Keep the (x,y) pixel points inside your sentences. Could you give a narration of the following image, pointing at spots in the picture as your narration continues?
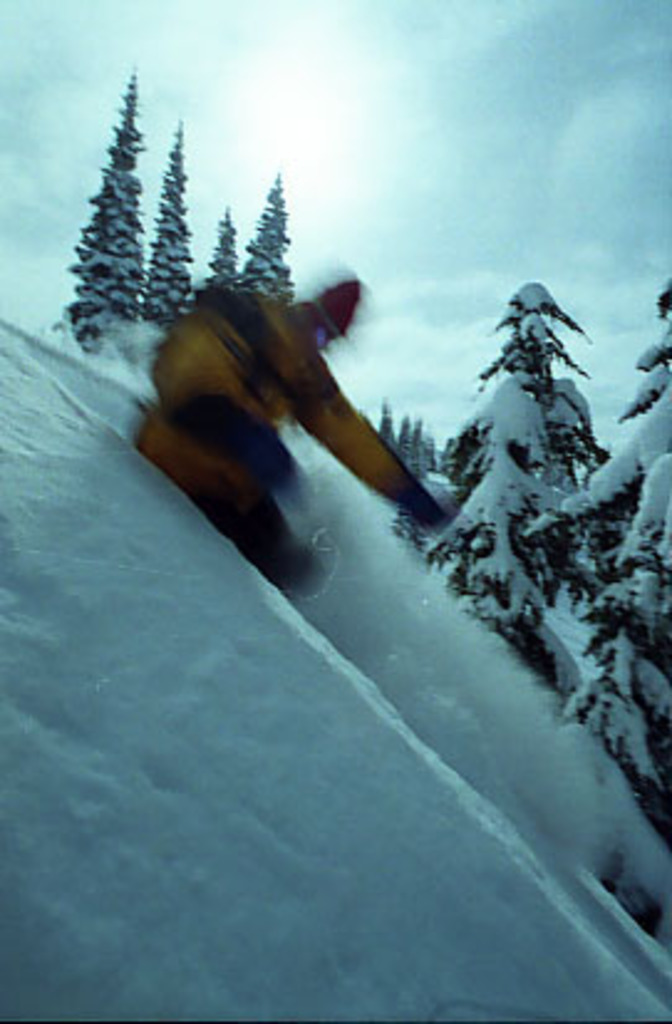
In this picture there is a person (247,510) in the center of the image (238,514), on the snow (298,430) and there are trees (118,209), which are covered with snow (666,525) in the background area of the image (121,247).
